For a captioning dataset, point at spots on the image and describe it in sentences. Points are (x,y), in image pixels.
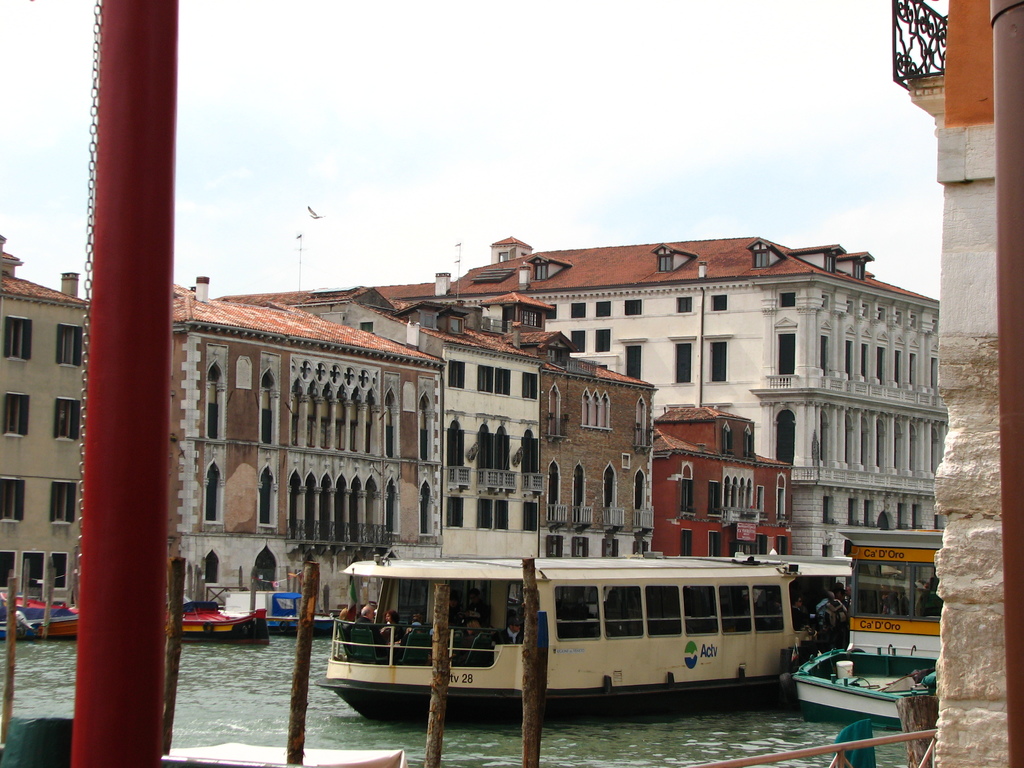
This is an outside view. Here I can see few boats (830,684) on the water (328,741). On the left side (123,545) there is a pillar (97,268). On the right side (996,432) there is a wall (991,562). In the background (530,334) there are many buildings (477,412). At the top of the image (495,163) I can see the sky (385,163).
